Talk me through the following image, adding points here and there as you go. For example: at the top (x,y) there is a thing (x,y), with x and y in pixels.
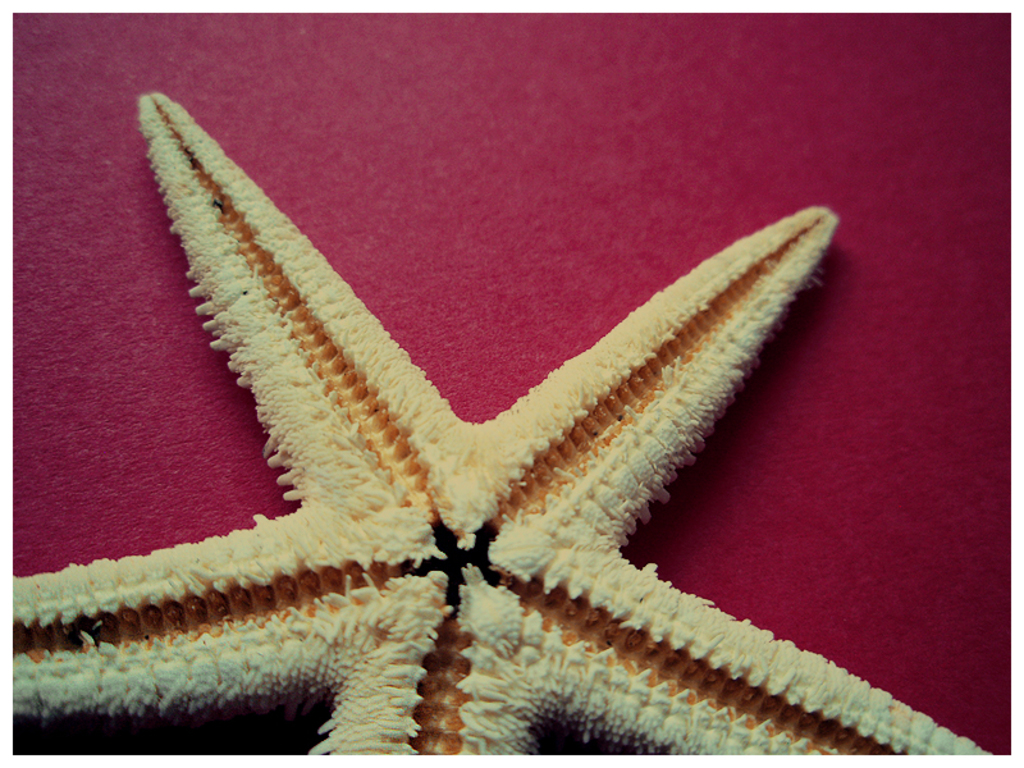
In this image I can see a starfish (427,570) on a red color surface (403,320).
